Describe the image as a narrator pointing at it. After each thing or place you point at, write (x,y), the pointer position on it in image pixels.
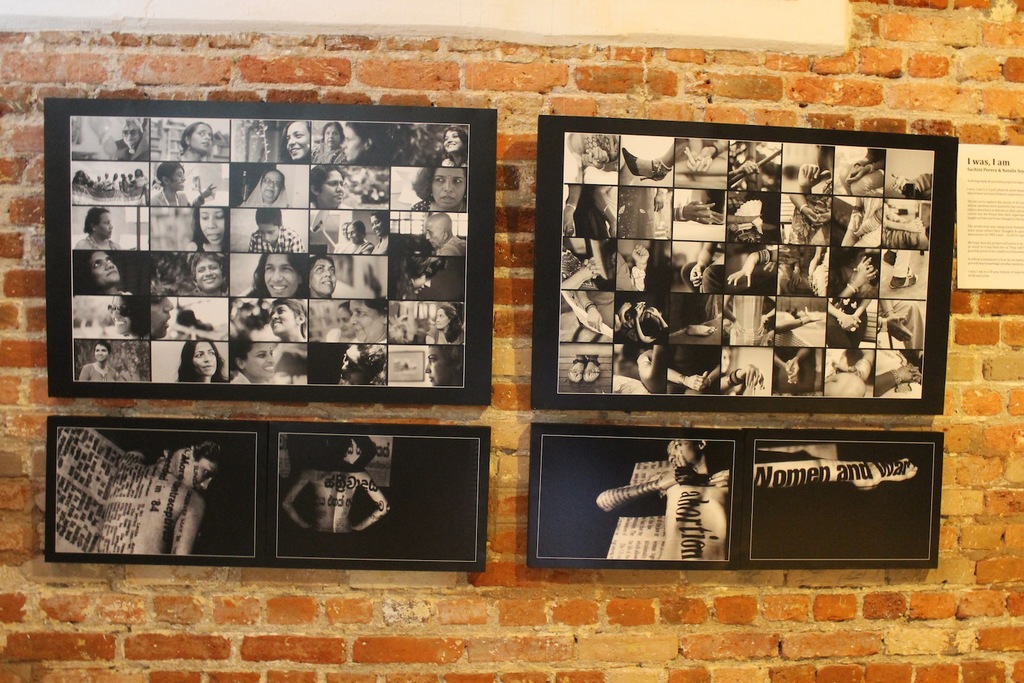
In this picture we can see frames (666,460) on the wall (995,570) and there is a paper (974,218).
